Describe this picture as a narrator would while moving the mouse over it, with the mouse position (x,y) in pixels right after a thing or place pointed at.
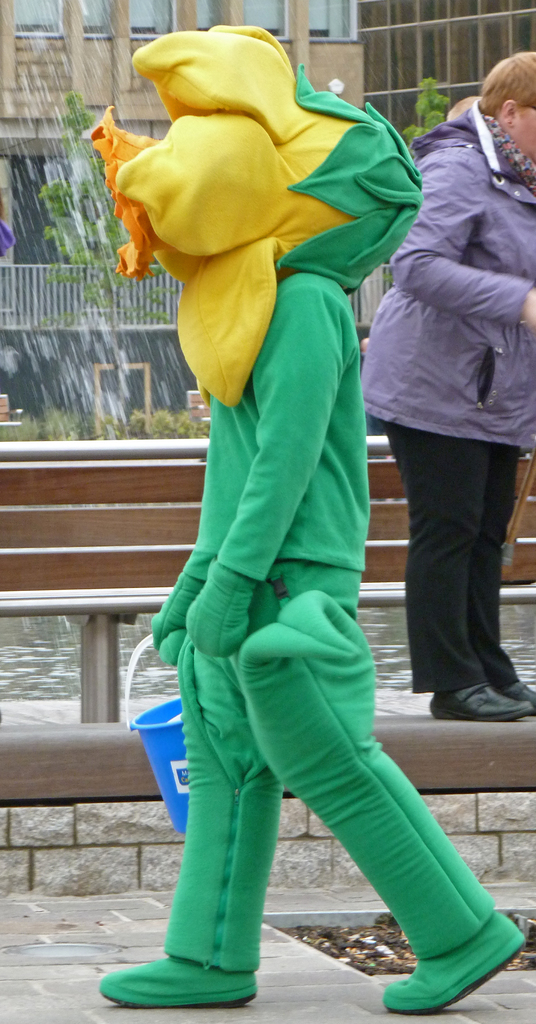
In this image I can see a person (305,544) wearing green, yellow and orange color costume (190,233) and holding blue color bucket (170,767). Back I can see a building (72,1), windows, trees (55,197) and person (527,83) is standing.
